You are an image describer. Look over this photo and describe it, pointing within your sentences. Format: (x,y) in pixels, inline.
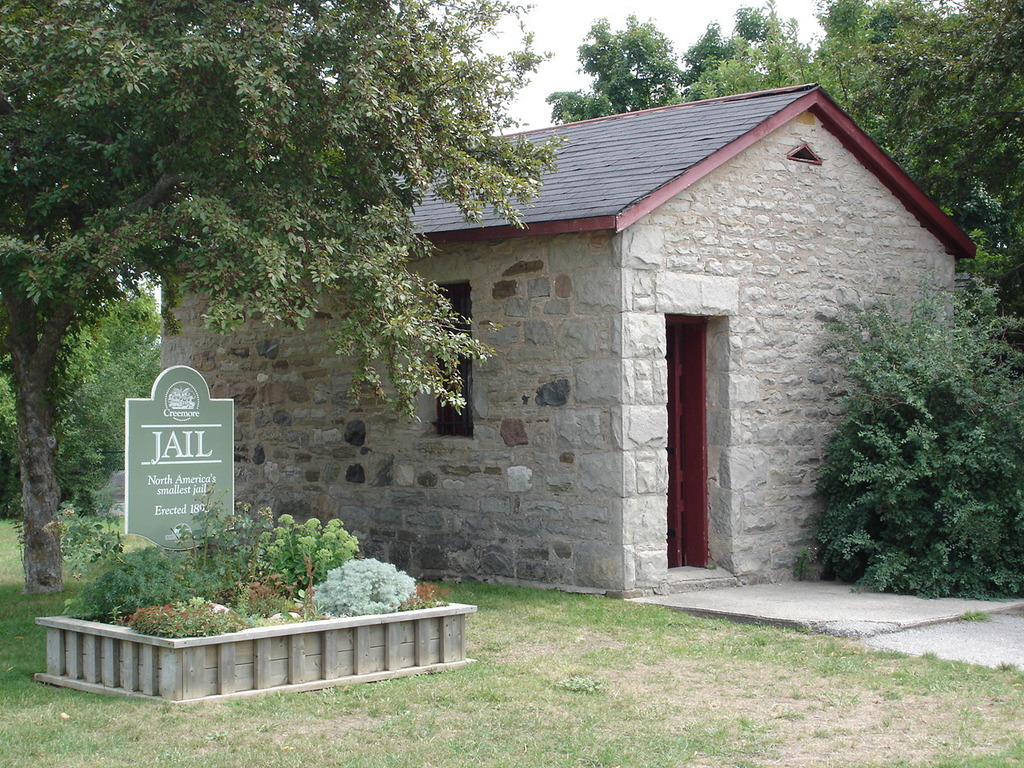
In this picture we can see a house (528,390) with a window (467,335) and a door (695,484). On the left side of the house (465,519), there are plants (209,599), grass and a board (196,431). On the left (273,224) and right side of the image (865,13), there are trees (422,282). At the top of the image (525,89), there is the sky (571,77).
